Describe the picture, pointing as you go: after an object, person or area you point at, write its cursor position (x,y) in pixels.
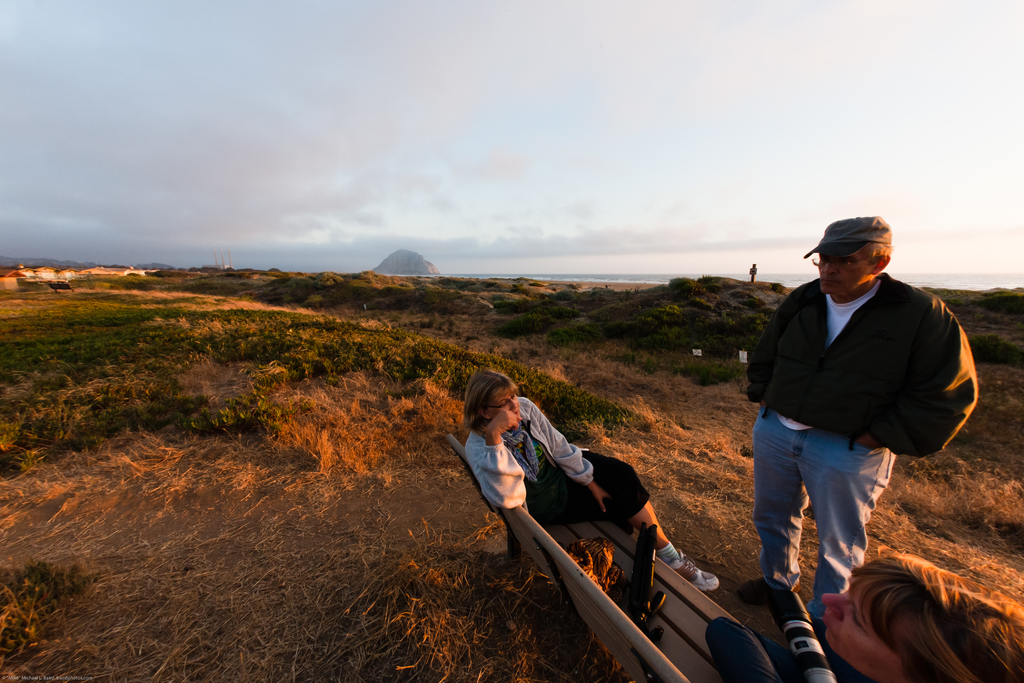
In this image two persons (517,476) are sitting on the bench (670,642) having few objects (579,562) on it. A person (879,419) wearing a black jacket (870,385) is standing on the grassland (708,533) having few plants (746,310). A person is standing on the grassland (447,306). Middle of image (409,273) there is a hill (394,269). Top of image (225,163) there is sky (896,149).
